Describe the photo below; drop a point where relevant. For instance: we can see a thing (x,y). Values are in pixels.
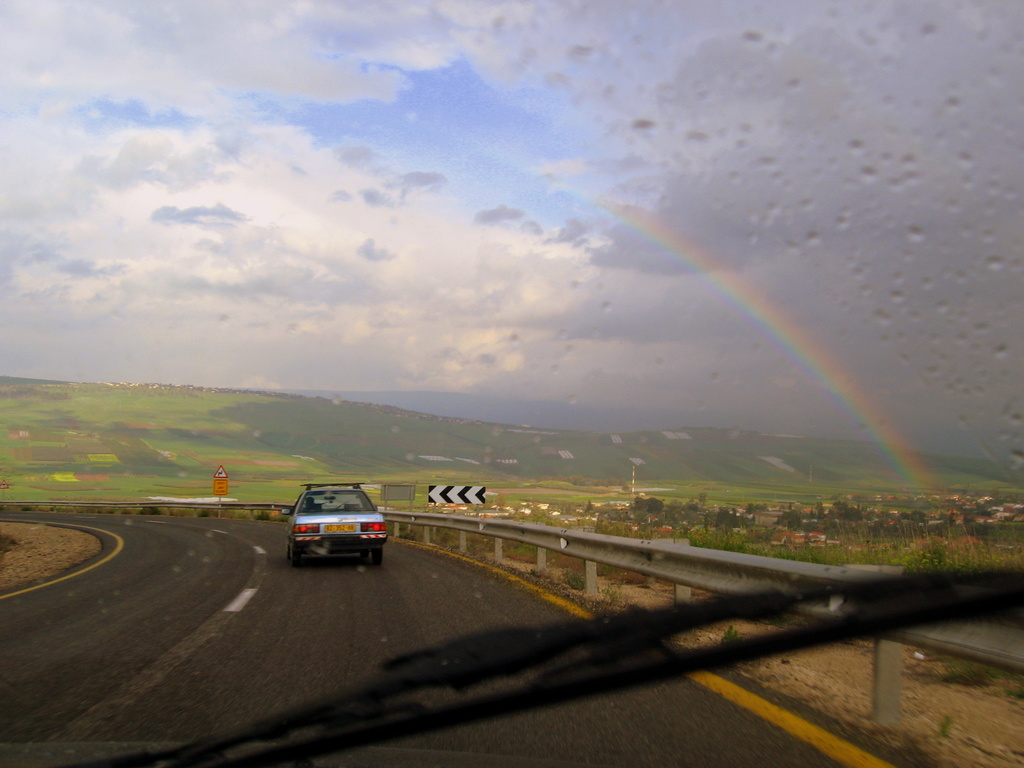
Here in this picture we can see a car (372,533) present on the road (340,572) over there and beside it we can see railing (641,547) present all over there and in the far we can see mountains (486,404), which are covered with grass (319,467) over there and we can see sign boards (443,492) and trees (670,524) and plants (859,533) all over there and we can see clouds (401,234) in the sky (422,206) and we can also see a rainbow (647,228) present in the sky (512,348) and this is all seen through the wind shield (19,759) present on the front (997,57) and we can also see a wiper (671,610) on it over there.
